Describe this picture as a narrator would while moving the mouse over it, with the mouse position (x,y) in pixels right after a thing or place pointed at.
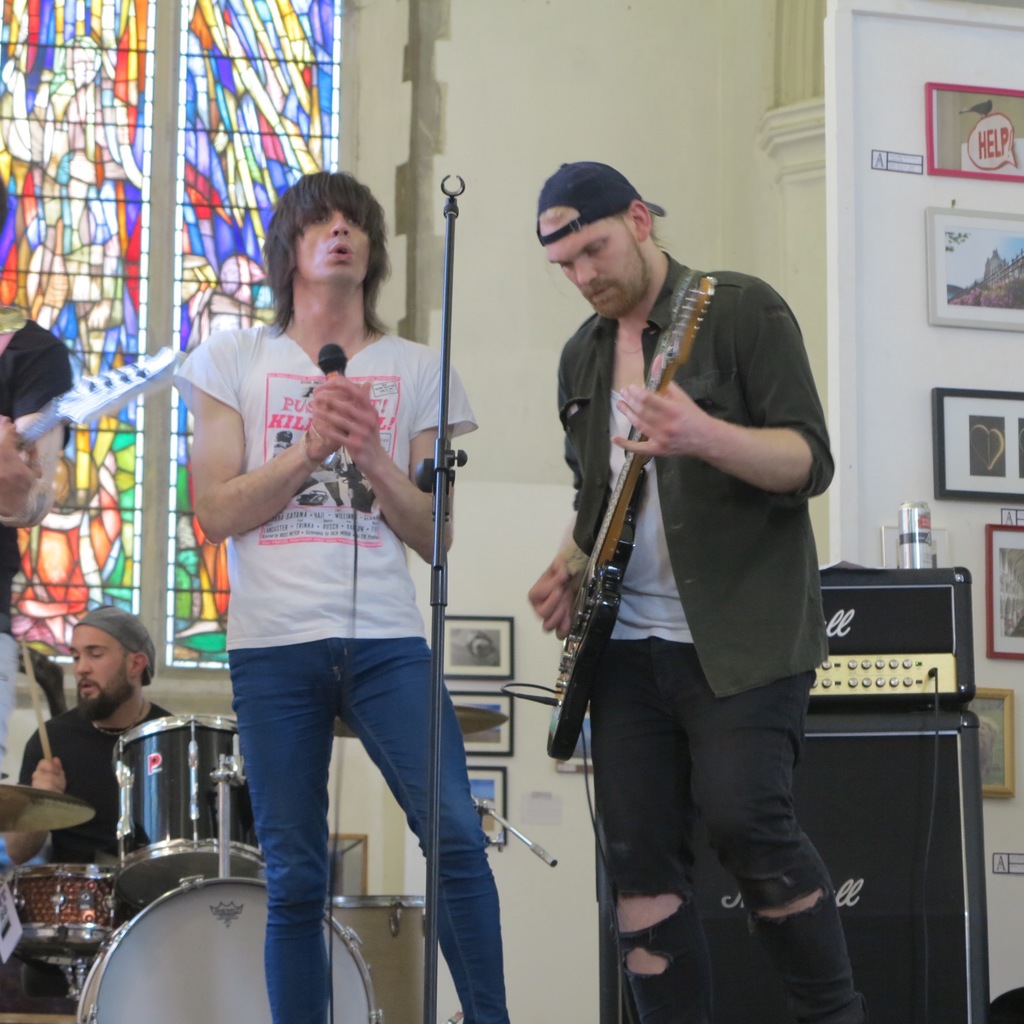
On the background (547,125) we can see a wall (622,101), photo frames (959,93) over a wall (953,77). Here we can see few persons (254,726) standing and sitting and playing musical instruments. This is electronic device (908,639) and a bottle (919,558) over it. This is a speaker (883,914).
